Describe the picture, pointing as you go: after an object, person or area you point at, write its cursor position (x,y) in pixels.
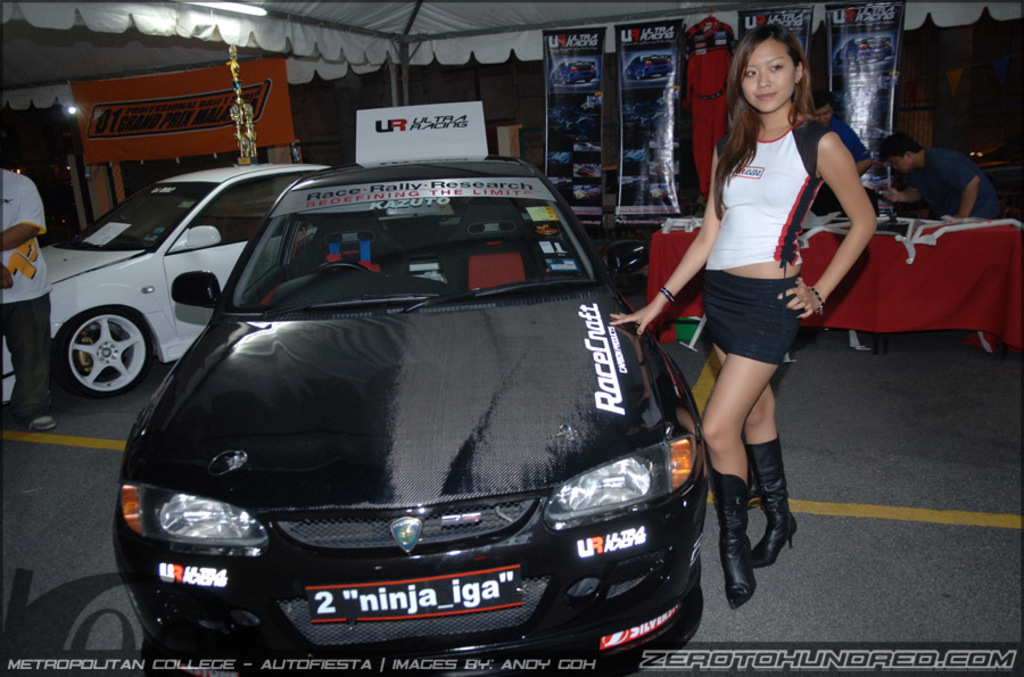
In the image I can see a lady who is standing beside the car (342,406) on which there is something written and around there are some other people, car (101,313), table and some posters (101,134).
